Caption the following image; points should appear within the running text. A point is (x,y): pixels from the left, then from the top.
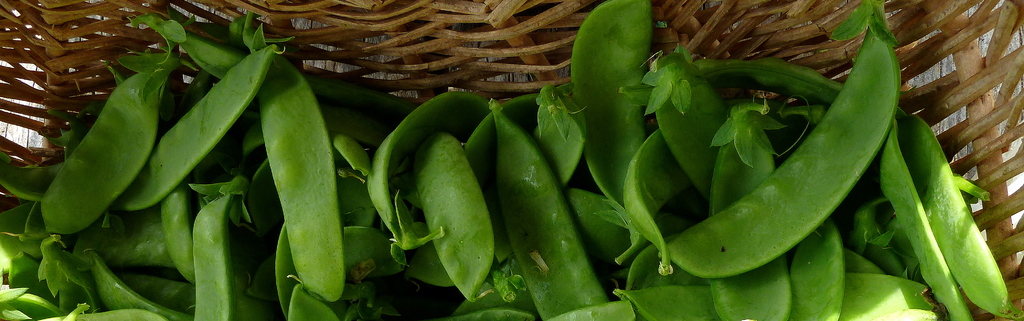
In this image I can see vegetables (619,165) and wooden bowl (797,56).
